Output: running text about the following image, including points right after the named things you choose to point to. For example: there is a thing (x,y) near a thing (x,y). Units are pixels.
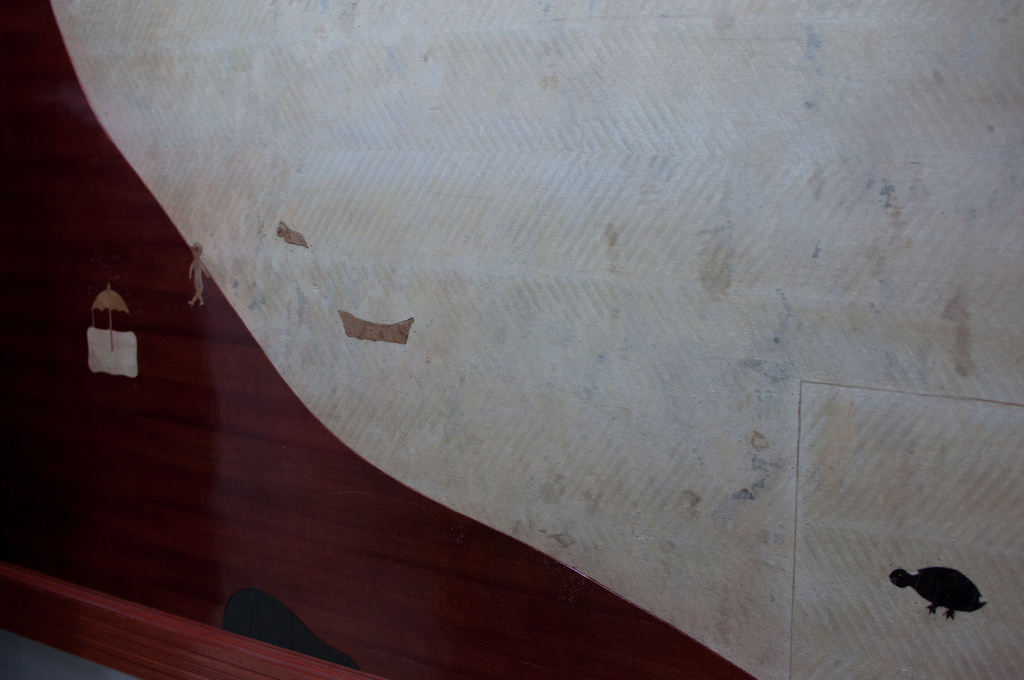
In this image I can see there is a wall (459,580) with the art (98,338) of tortoise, man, boat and umbrella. Also there are some other things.
